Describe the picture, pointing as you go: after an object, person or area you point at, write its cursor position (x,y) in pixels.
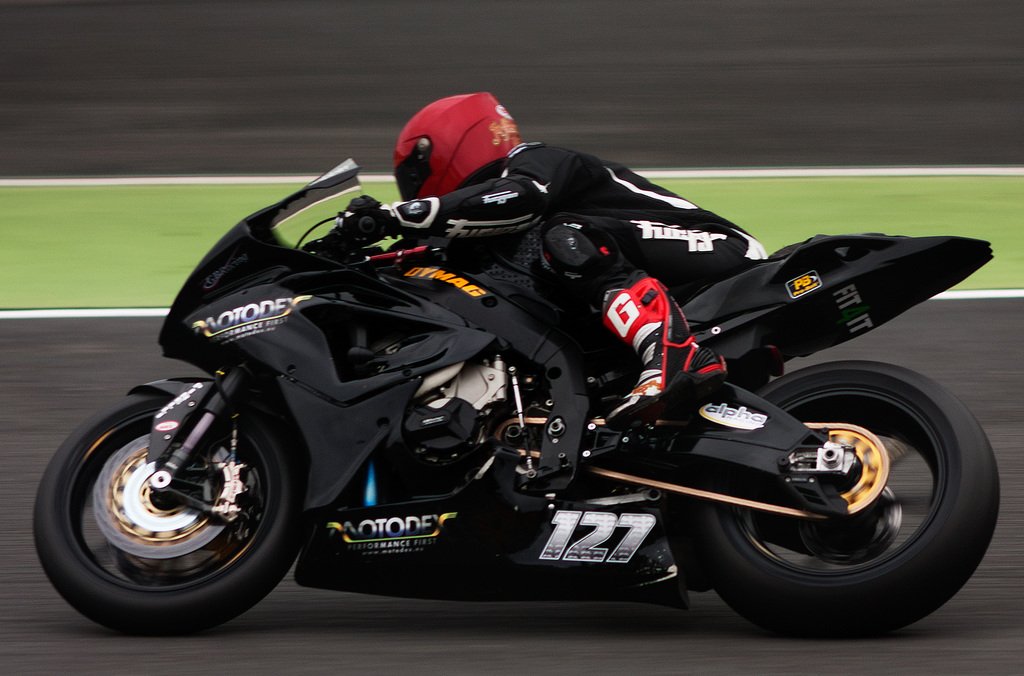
In the middle of this image (655,386), there is a person (605,187) in a black color dress (605,187), wearing a red color helmet (491,123) and riding a black bike (224,246) on the road (815,666). Behind this road (829,652), there is grass (128,228) on the ground (69,214). And the background (874,6) is dark in color.
